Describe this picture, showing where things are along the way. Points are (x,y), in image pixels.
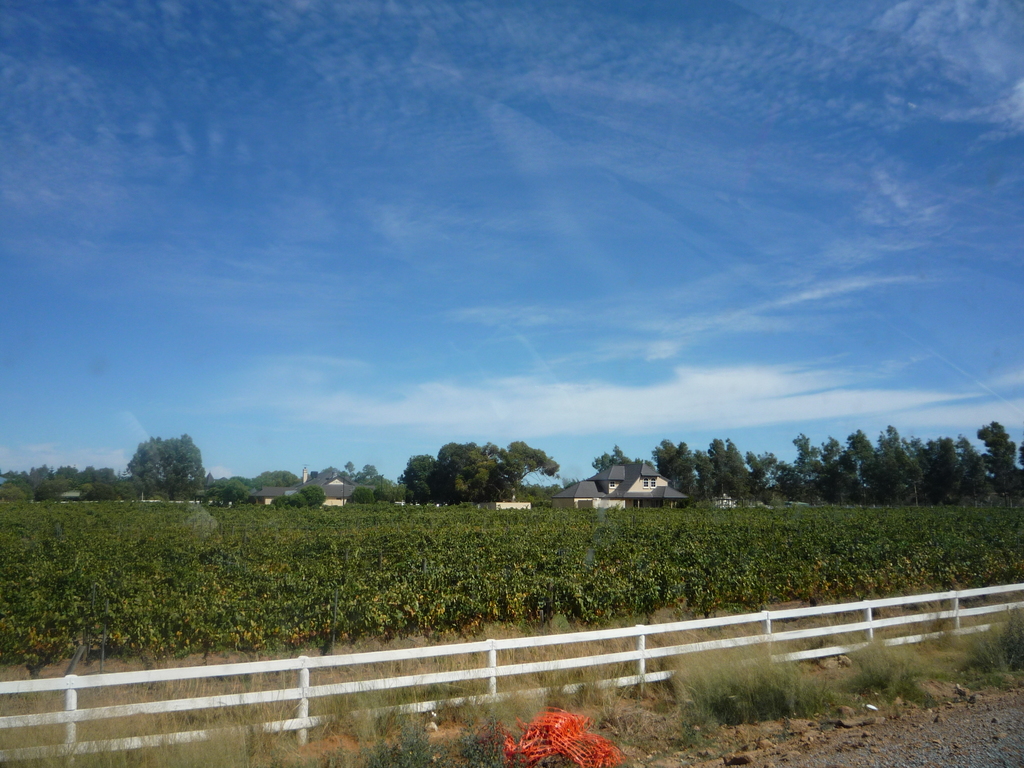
In this picture we can see the fence (304,692), plants (731,677), houses (639,506) and trees (488,482). Behind the trees (524,449) there is the sky (478,432).
